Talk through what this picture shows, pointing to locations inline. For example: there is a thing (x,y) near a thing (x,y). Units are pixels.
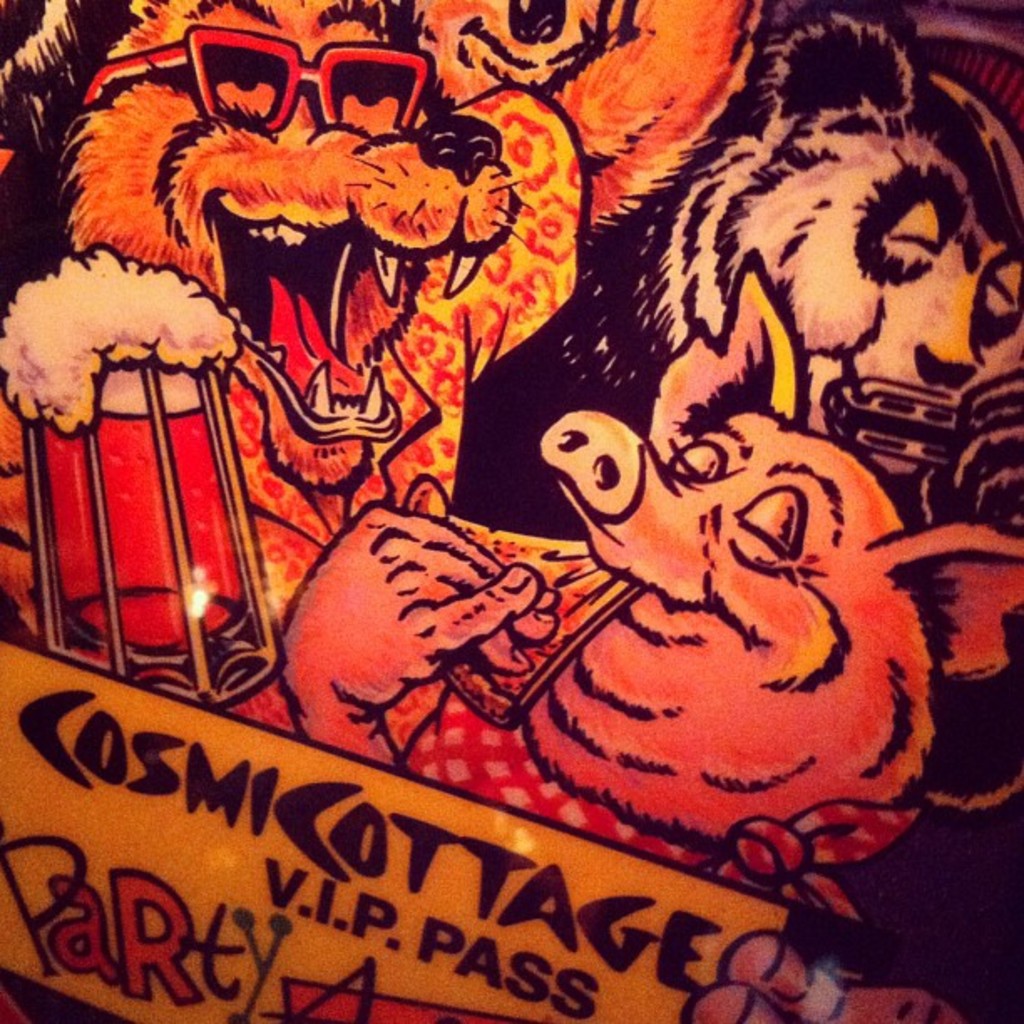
In this image there is a poster (673,567). In the poster (708,565) we can see there are so many animals (489,358). At the bottom (524,971) there is some text (342,921).
